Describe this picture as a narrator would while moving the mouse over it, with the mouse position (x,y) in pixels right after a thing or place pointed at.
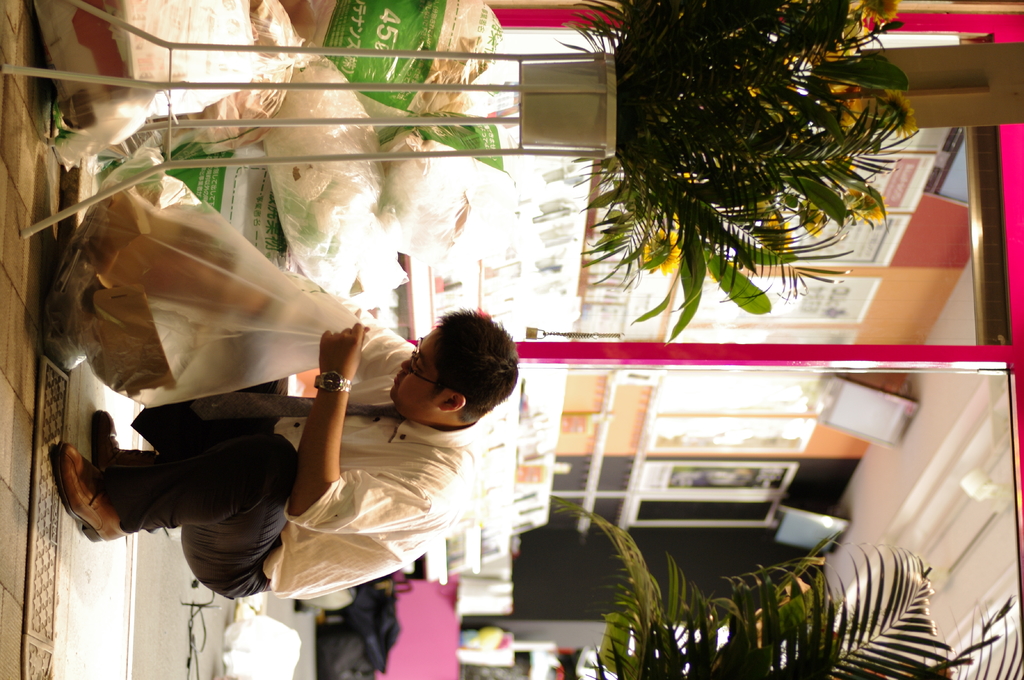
In this image, we can see a person (257,408) holding a cover (247,310) with some objects (228,300) and in the background (237,111), there are plastic bags (323,200) and we can see flower pots (697,145) and there is a stand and we can see doors (846,356), boards (877,279), frames (709,492) and some other objects (440,610). At the bottom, there is floor (149,563).
